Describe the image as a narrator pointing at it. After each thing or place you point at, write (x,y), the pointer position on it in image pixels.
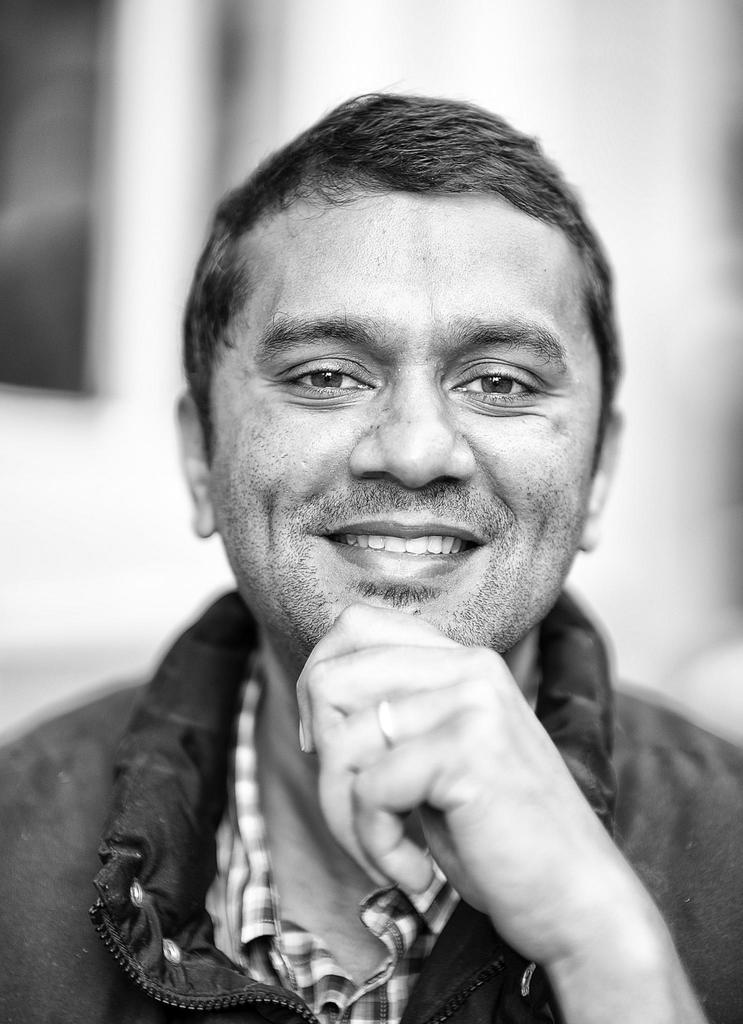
In this picture I can see a man (407,824) and I can see smile (445,545) on his face (451,549) and looks like a building (113,253) on the back (684,216).
